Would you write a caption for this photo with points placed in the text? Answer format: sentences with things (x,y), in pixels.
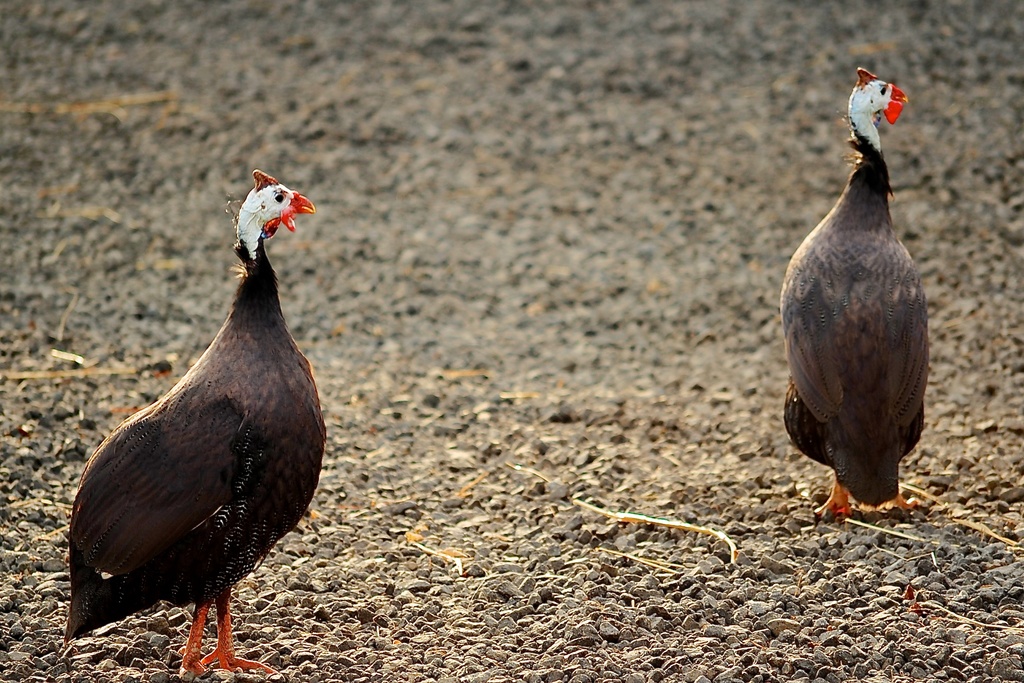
Here we can see two guineafowl (796,289) standing on the ground (516,334) and we can also see small stones (556,381).
